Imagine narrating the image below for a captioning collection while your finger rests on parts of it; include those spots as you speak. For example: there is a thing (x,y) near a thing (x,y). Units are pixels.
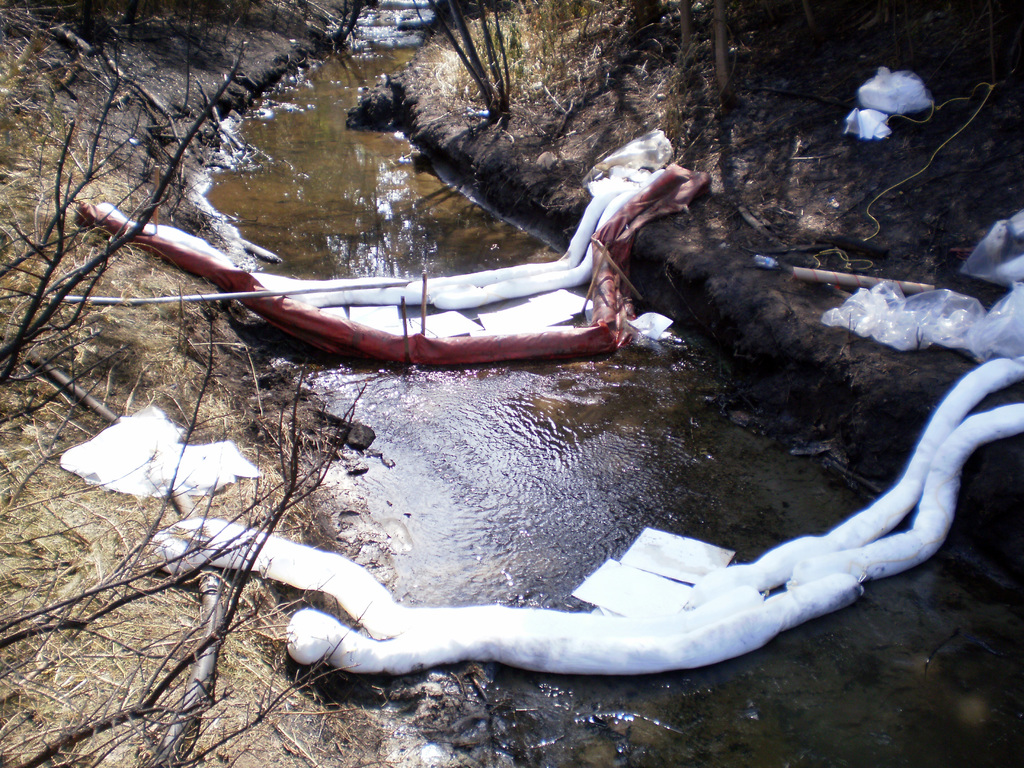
This image consists of an objects (616,599) which are white in colour in the center (504,285). There is water (351,200) in the background (339,180) and on the left side (43,283) there are dry trees (74,410). On the right side (701,40) there is dry grass (560,55).
